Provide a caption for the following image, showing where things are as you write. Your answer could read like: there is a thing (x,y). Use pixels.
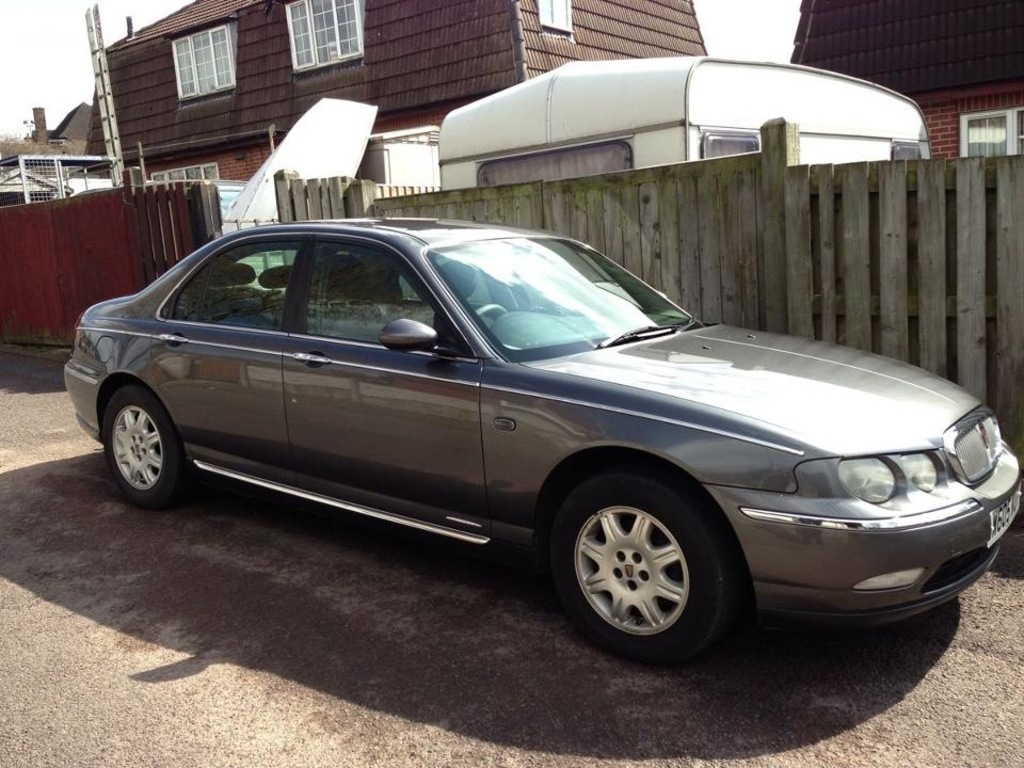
There is a car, wooden fencing (708,211), ladder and buildings (263,36) at the back (157,50).
